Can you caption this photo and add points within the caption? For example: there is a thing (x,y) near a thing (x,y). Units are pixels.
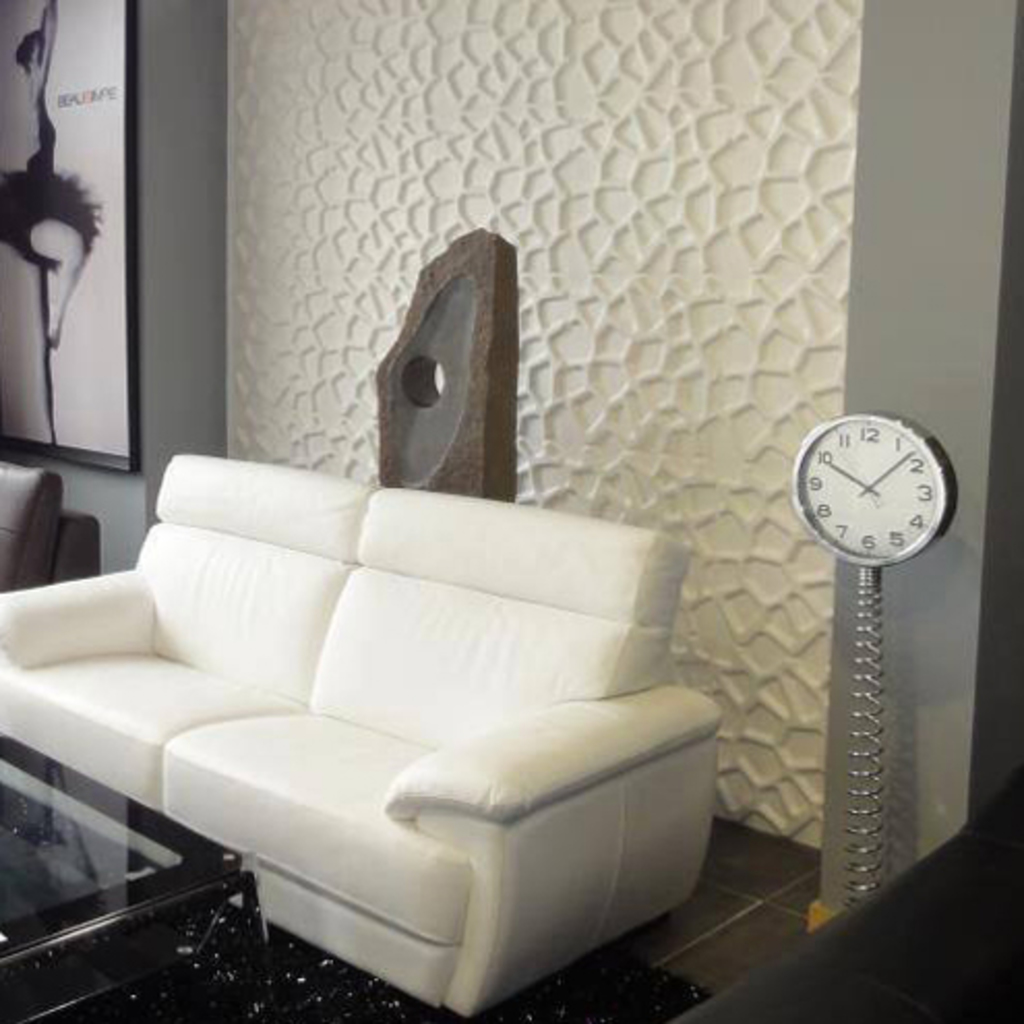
As we can see in the image, there is white color wall (719,488), photo frame (114,335), sofa (465,624) and a clock (833,520).
